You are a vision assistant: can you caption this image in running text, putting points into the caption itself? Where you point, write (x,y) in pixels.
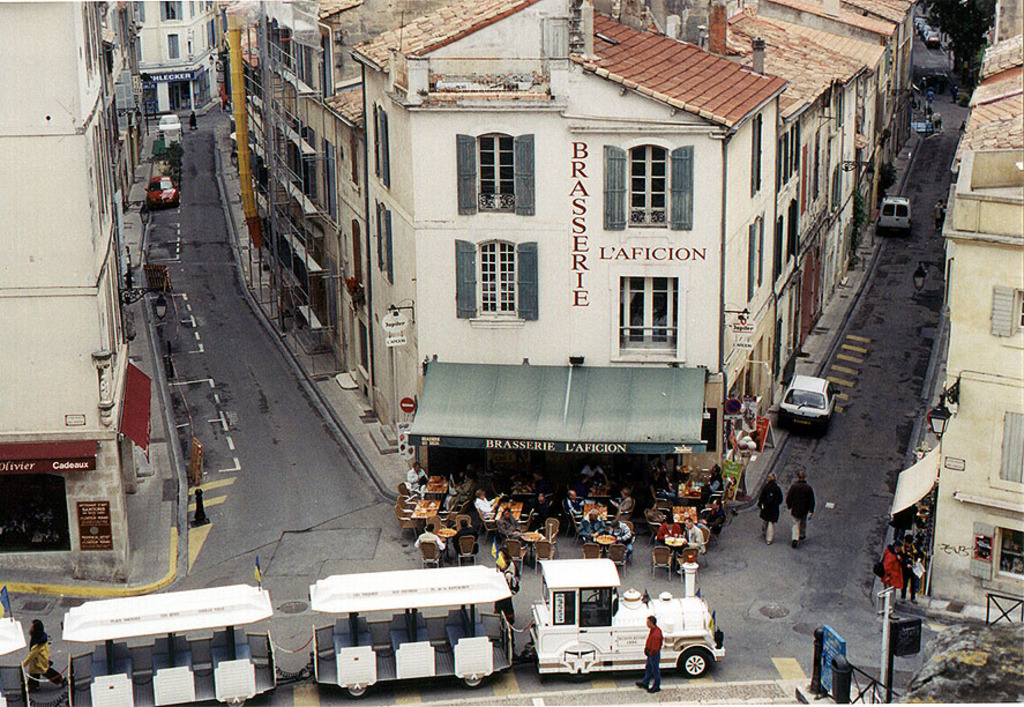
In this image there are buildings (338,374), cars (892,208) and at the center (535,471) people (668,520) are sitting on the chairs (653,529) and in front of them there is a table (424,510). At front (693,619) there is a train (668,644) and beside the train (637,630) a person (656,663) is standing.
